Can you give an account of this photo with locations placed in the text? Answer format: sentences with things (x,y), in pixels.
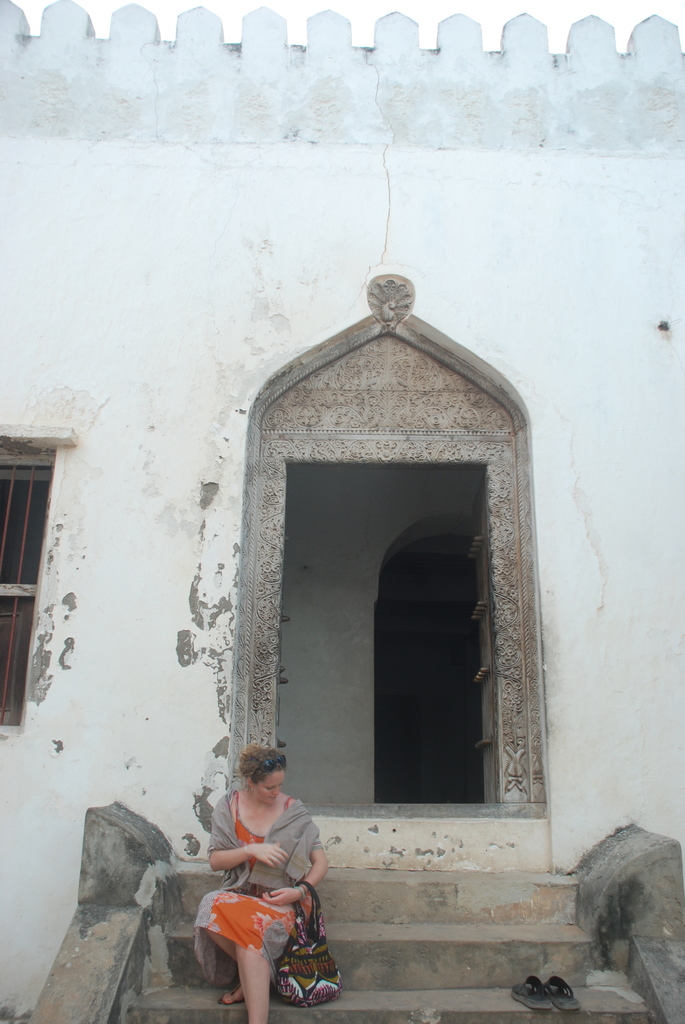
In this picture there is a house (361,153) in the center of the image (362,568) and there is a lady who is sitting on the stairs (375,1021) at the bottom side of the image (289,868) and there is a window (14,698) on the left side of the image (31,455).
